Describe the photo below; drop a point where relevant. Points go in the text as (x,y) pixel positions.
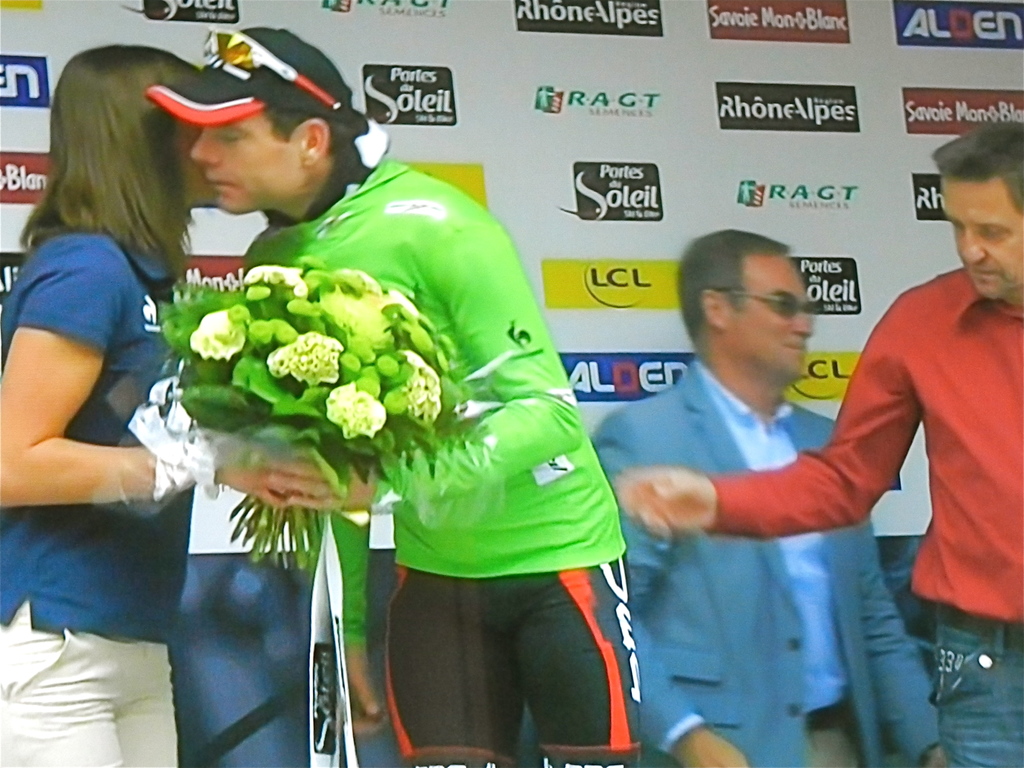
In this image I can see a person (500,354) wearing green and black colored dress (486,392) and a person (77,543) wearing blue and white colored dress (72,570) are standing and holding a flower bouquet (279,386) which is green and cream in color. I can see few other persons (825,504) standing and a huge banner (725,152) which is white, black, yellow, blue and red in color.
